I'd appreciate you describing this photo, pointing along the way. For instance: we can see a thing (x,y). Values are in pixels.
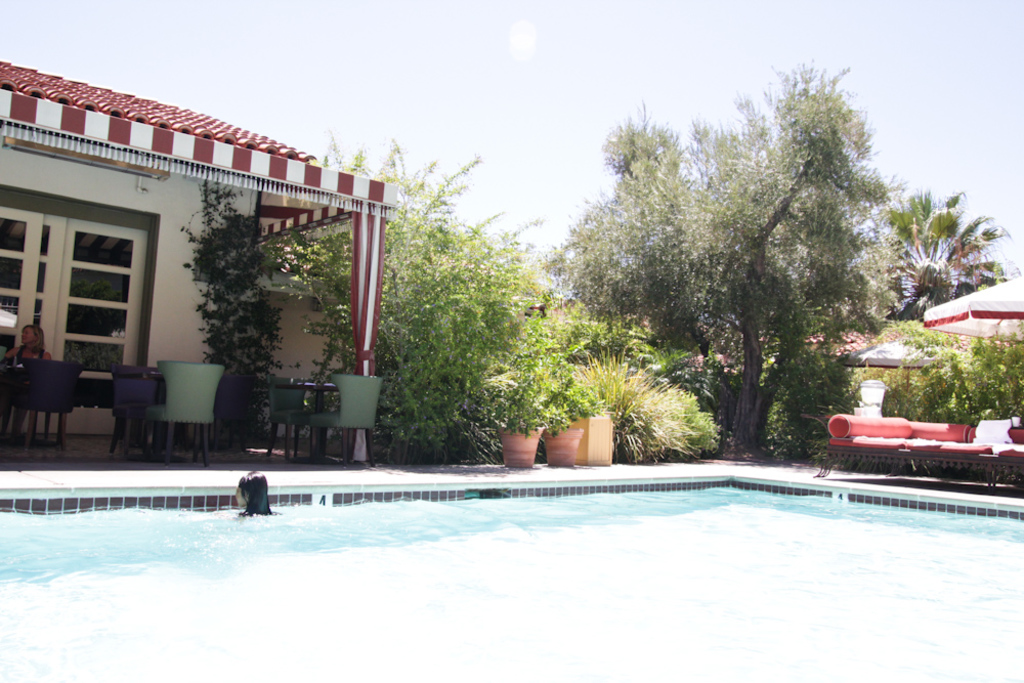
In the foreground of this image (630,625), on the bottom (555,626), there is a swimming pool (713,634). In the middle (466,302), there are chairs (211,404), tables (5,381), a tent (345,174), plants (456,301), trees (802,292), an umbrella (974,313) and a couch (906,441). On the top (512,35), there is the sky (444,58).
